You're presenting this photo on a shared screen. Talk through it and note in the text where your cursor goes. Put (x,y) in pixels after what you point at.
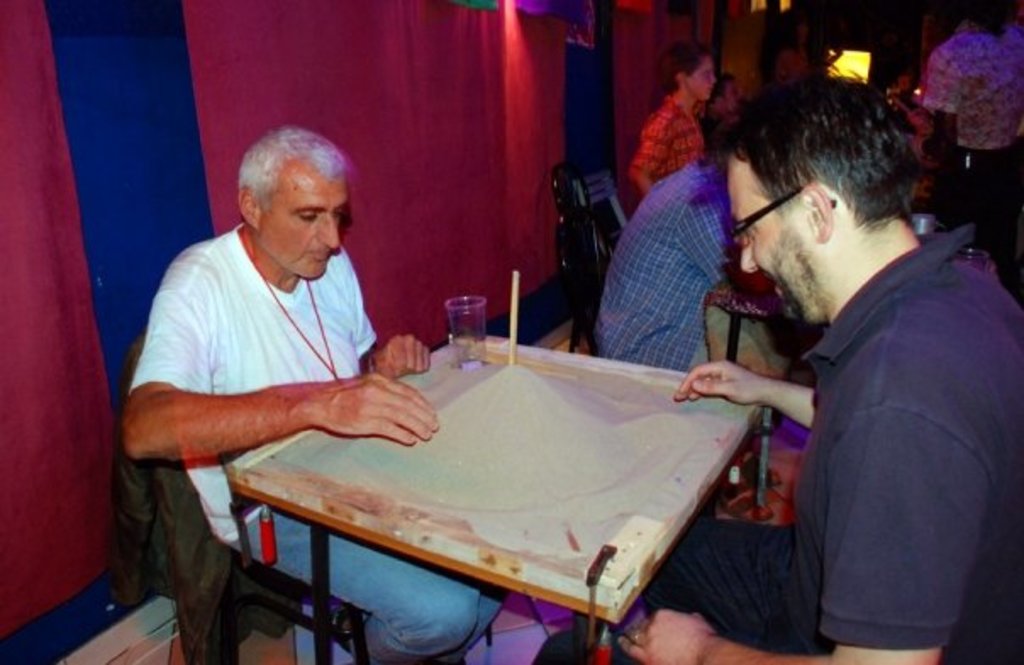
In this picture two guys (819,462) are playing on the board (562,560), on top of which there is sand (518,401), stick (513,328) and a glass (458,328). In the background (440,135) there is a red curtain (343,58).
